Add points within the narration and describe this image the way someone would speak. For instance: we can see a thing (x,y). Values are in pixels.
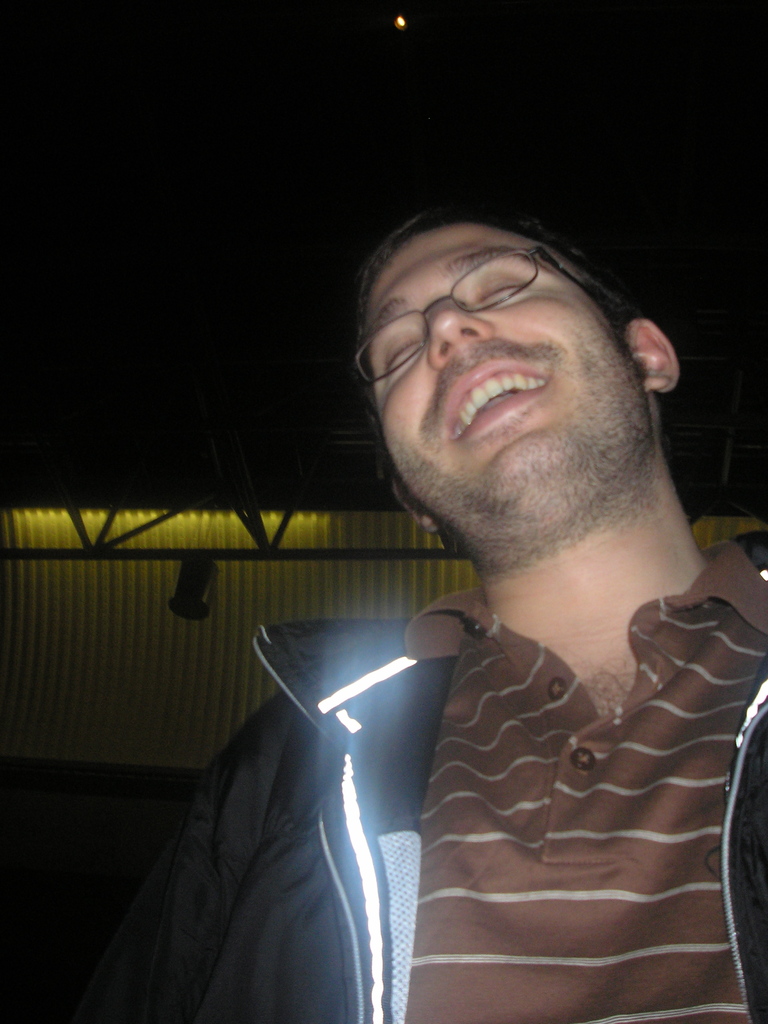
In this image in the foreground (456,491) there is one person (336,623) who is wearing spectacles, and in the background (122,550) there are some poles (159,517), lights (183,524). And at the top of the image (258,156) there is dark.
